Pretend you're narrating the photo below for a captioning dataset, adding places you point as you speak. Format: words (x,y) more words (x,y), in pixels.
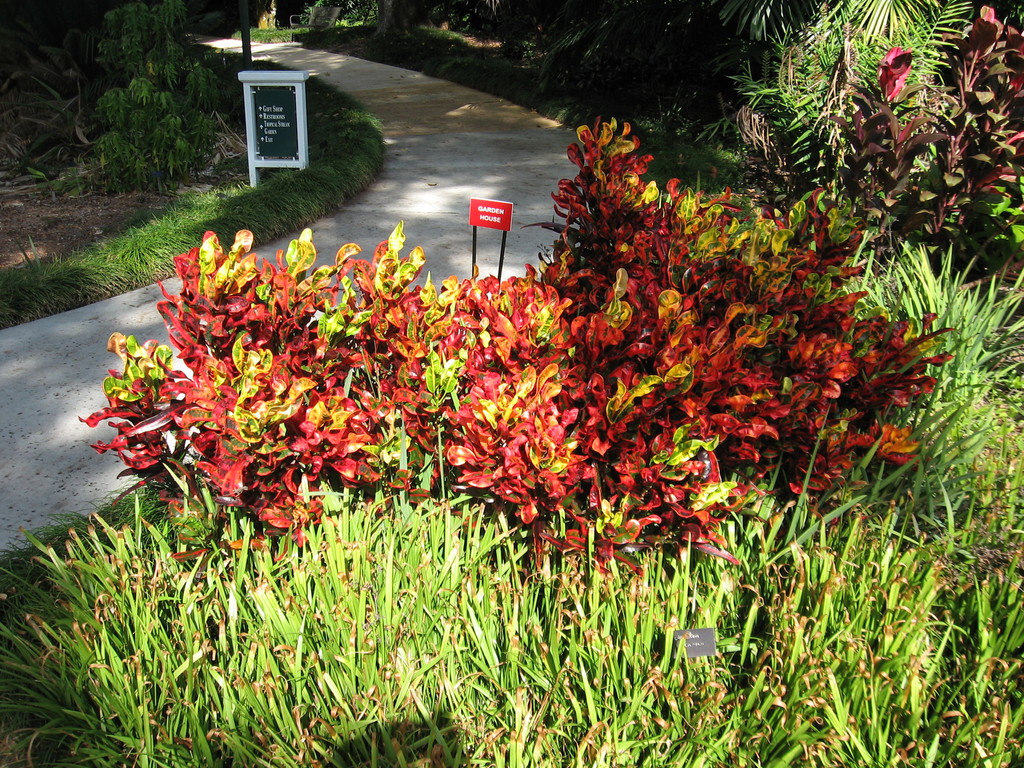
In this image I can see a path (474,115) in the centre (486,268) and on the both side of it I can see few boards (252,102). On these boards (281,100) I can see something is written. I can also see number of plants (981,146) in the front (694,189) and in the background of this image (167,240).
